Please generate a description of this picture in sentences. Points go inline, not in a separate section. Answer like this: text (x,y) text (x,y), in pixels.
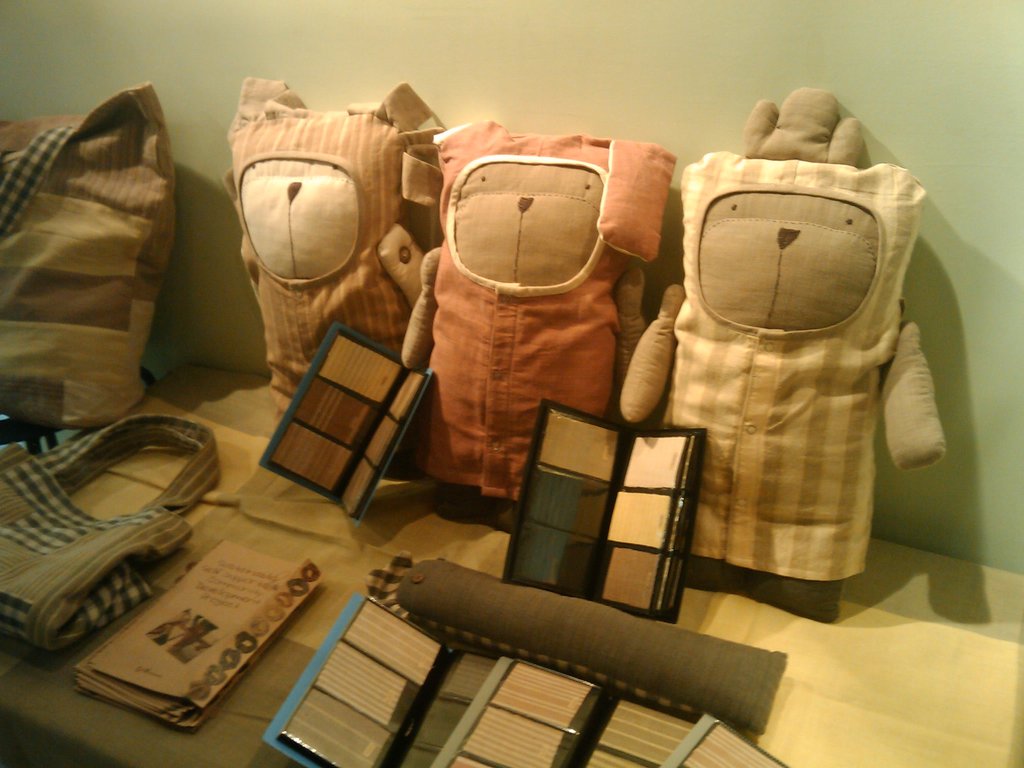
In this picture I can see papers (211,575), toys (419,187), bags (61,149) and some other objects (295,477) on the table (994,631), and in the background (645,85) there is a wall (701,94).
